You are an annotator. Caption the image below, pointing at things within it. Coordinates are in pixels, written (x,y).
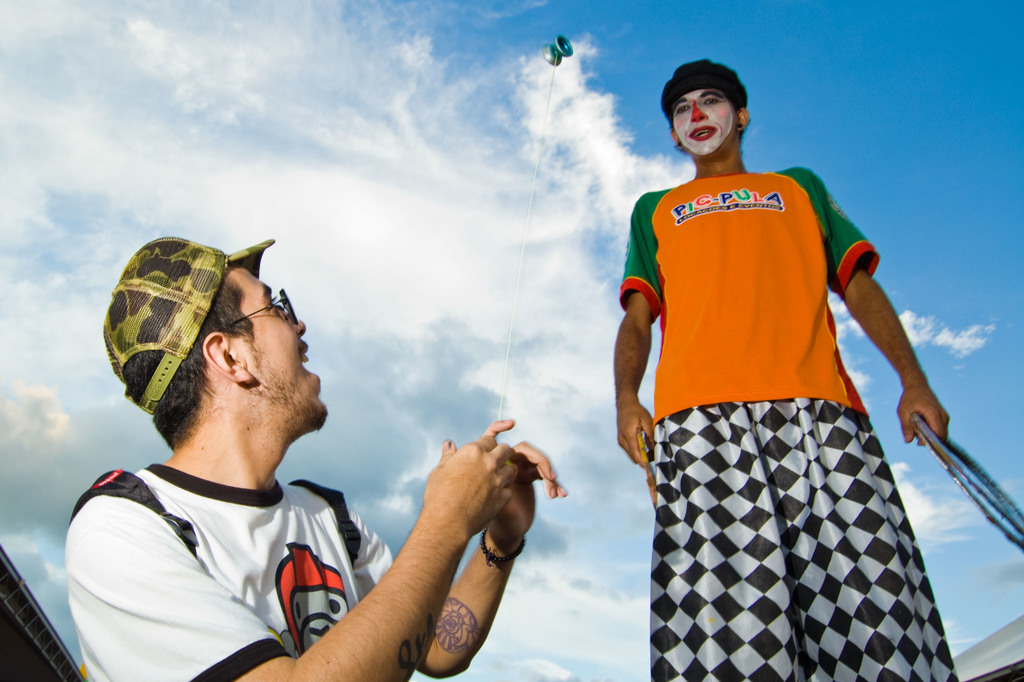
In the image two persons (821,314) are standing and holding some objects (566,44) and he is holding a thread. At the top of the image (540,96) we can see some clouds (509,214) in the sky (234,9).
